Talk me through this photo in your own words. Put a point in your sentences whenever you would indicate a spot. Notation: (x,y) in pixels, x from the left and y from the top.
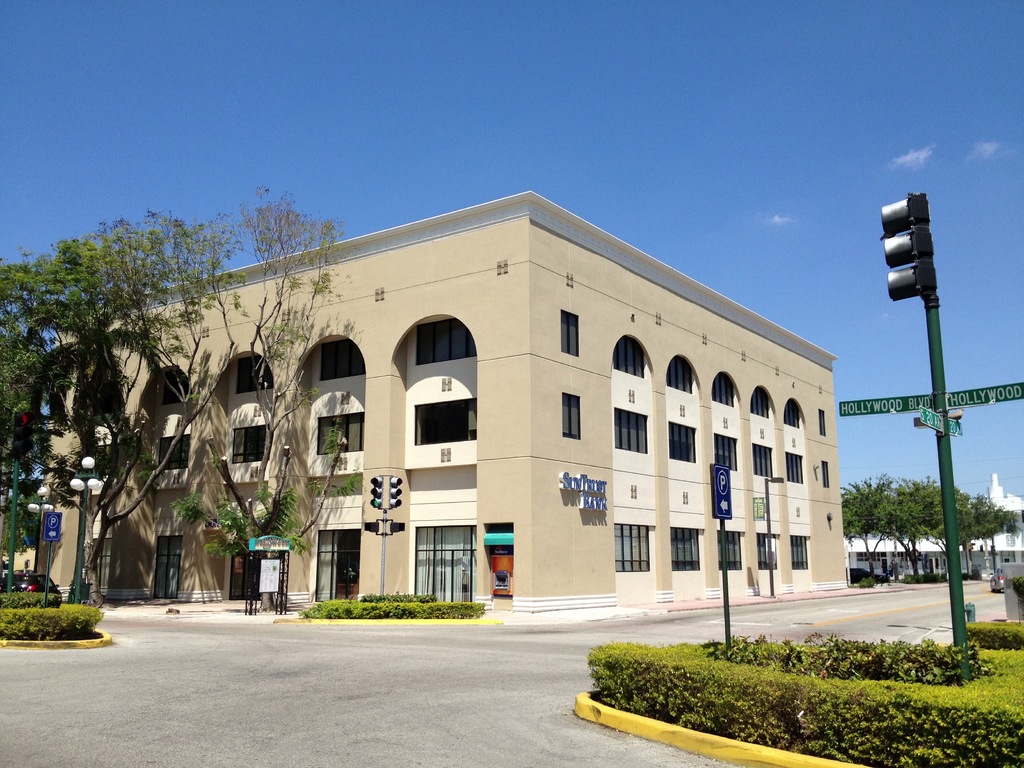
On the right (876,722) there are plants (864,663), board (958,404), signal lights (919,226), direction boards (922,419). On the left (50,581) there are plants (42,597), vehicle (16,581), street light (79,571) and trees (80,318). In the center of the picture (400,501) there are plants (343,609), signal light (400,501), dustbin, trees (240,510) and buildings (556,534). In the center of the background (856,523) towards right (887,513) there are trees (880,500) and board (964,404). At the top (356,122) it is sky (563,103). In the foreground (333,691) there is road (331,698).
